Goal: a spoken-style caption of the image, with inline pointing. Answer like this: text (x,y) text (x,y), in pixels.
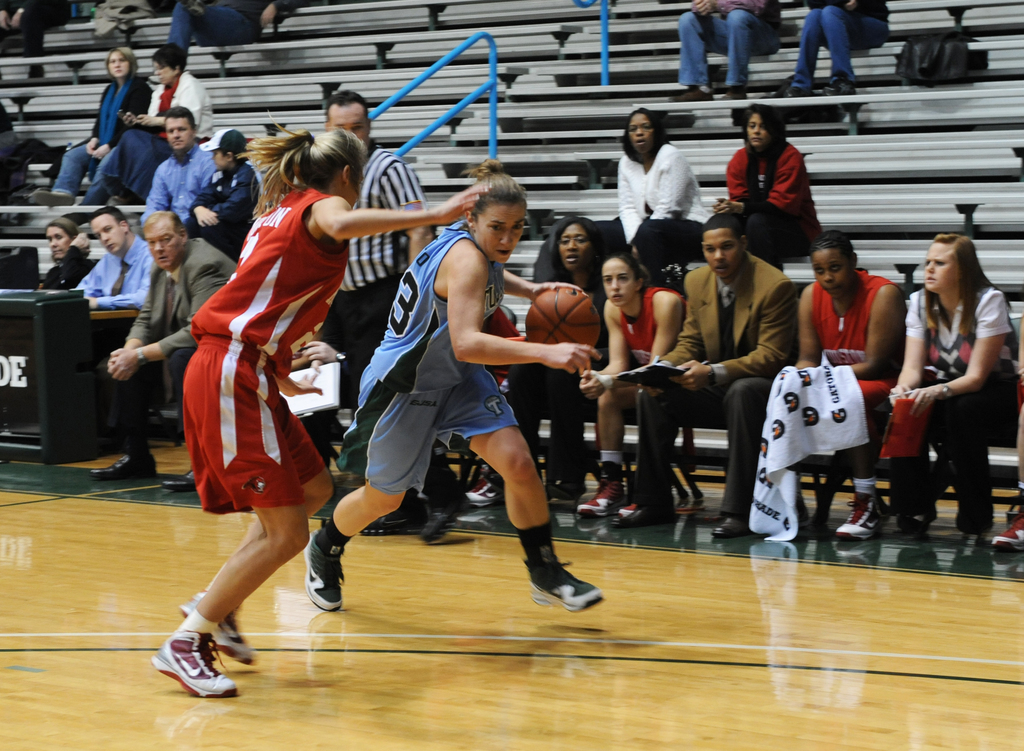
In the image in the center (420,446) we can see two people (443,419) were running and they were in different color t shirt (400,334). And the right side person (514,344) is holding ball (545,307). In the background (611,329) there is a table (63,358), banner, book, fence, few people (706,312) were sitting and few other objects (819,412).
